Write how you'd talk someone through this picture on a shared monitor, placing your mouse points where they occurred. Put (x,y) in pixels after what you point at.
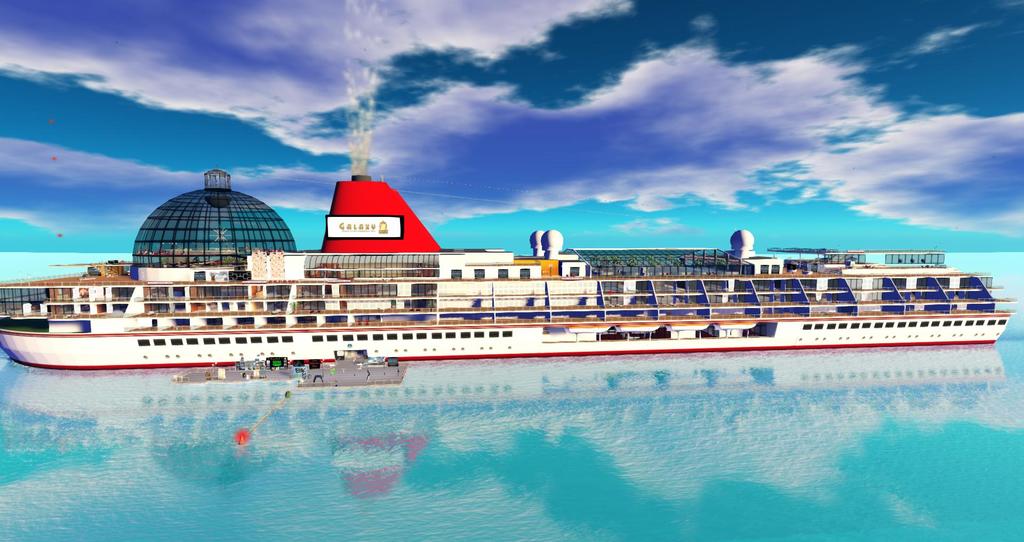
In this image I can see the ship (733,341) on the water (502,439), the ship (569,289) is in white color. In front (368,354) I can see the other ship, background (301,33) the sky (419,199) is in white, blue and green color.
